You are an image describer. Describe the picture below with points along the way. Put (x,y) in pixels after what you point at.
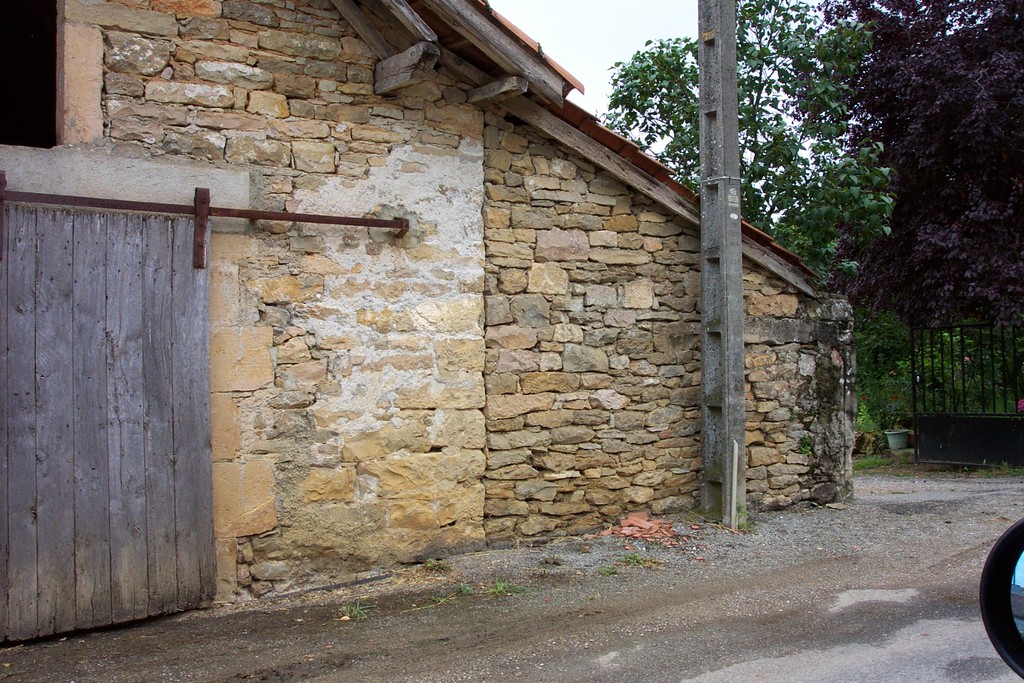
In this image we can see a house (487,406) and also a pole (730,257). Image also consists of trees (927,161) and plants (911,408). Sky (582,44) is also visible. Gate (986,417) and road (885,586) are also present in this image.
